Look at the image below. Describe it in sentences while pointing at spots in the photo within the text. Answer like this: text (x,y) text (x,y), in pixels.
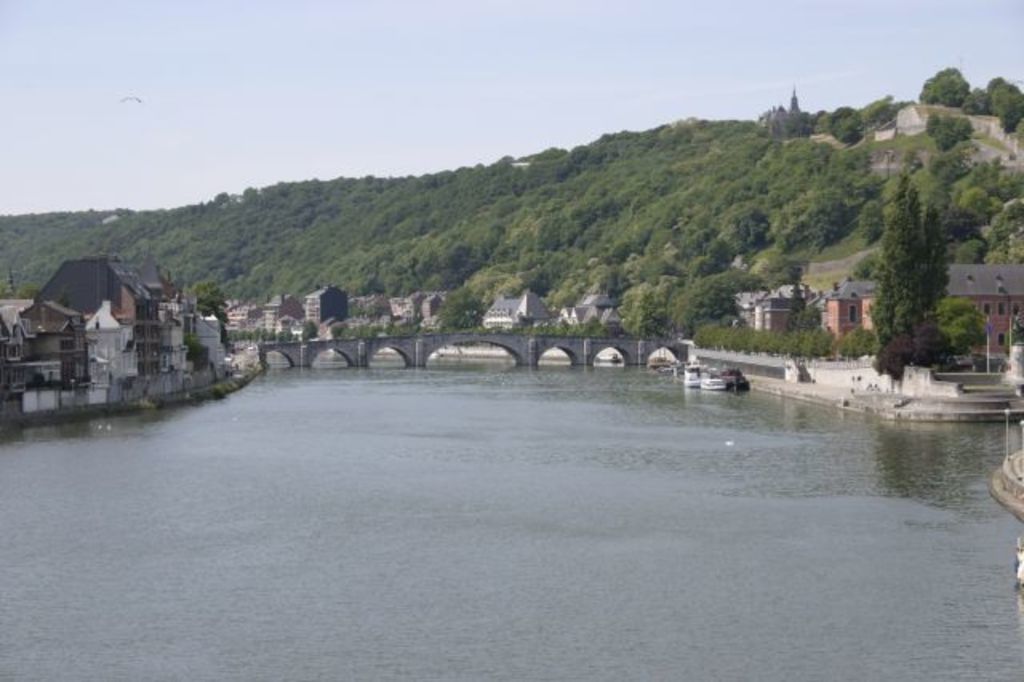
In this image we can see some buildings (300,315), trees (902,340), boats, bridge (578,357) and other objects (919,124). At the top of the image (625,84) there is the sky (692,59). At the bottom of the image (588,526) there is water (466,490). On the right side of the image (1009,410) it looks like an object (1021,459).
